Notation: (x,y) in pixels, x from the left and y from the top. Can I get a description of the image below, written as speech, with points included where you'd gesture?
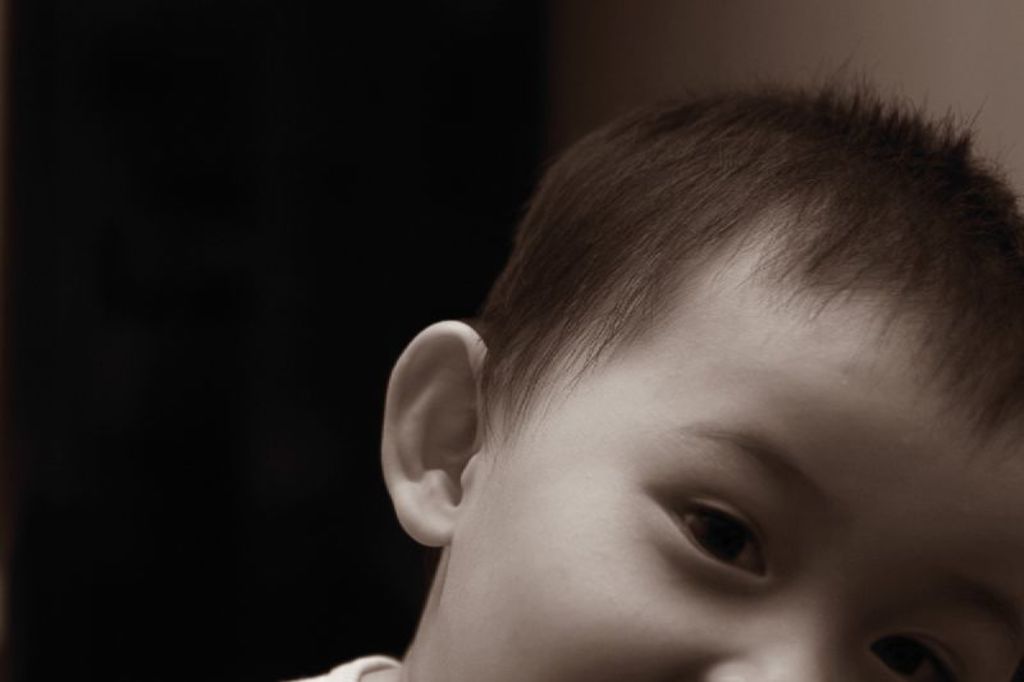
In this image in the foreground (675,361) there is one boy (533,406), and there is a black and white background (882,34).
